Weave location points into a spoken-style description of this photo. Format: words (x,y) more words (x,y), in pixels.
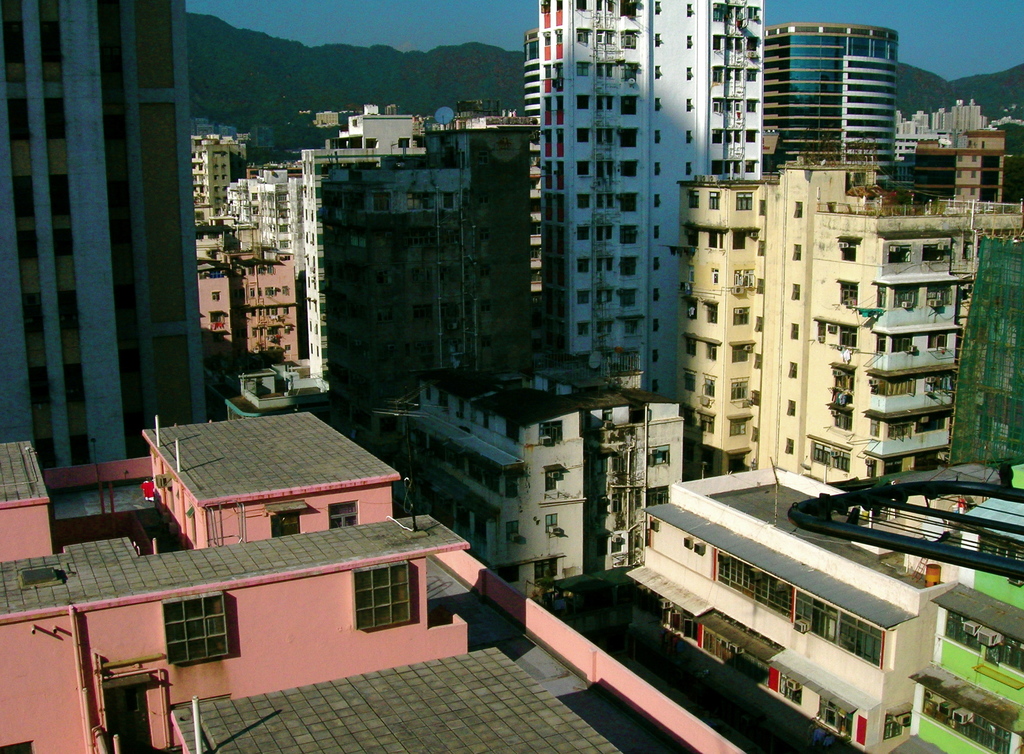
These are the buildings (356,201) with the windows (816,67) and glass doors (836,48). In the background (222,52), I think these are the hills (442,49). This looks like a network dish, which is at the top of the building (446,140).
